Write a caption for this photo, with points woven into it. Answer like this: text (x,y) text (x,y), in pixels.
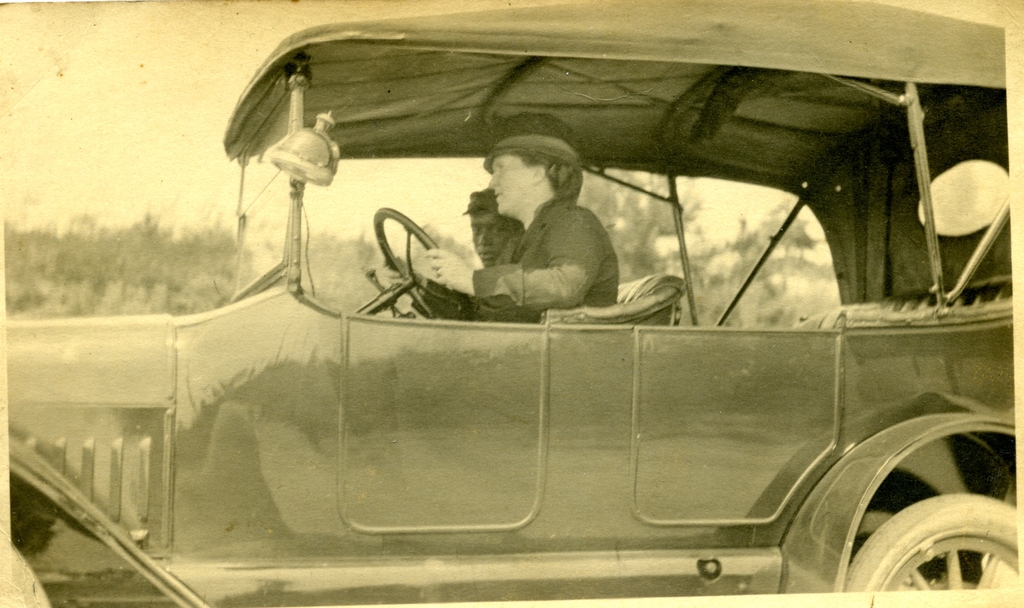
This is black and white vintage picture of two persons (593,252) sitting inside a car (674,189), in the back (162,274) there are trees (677,257).
